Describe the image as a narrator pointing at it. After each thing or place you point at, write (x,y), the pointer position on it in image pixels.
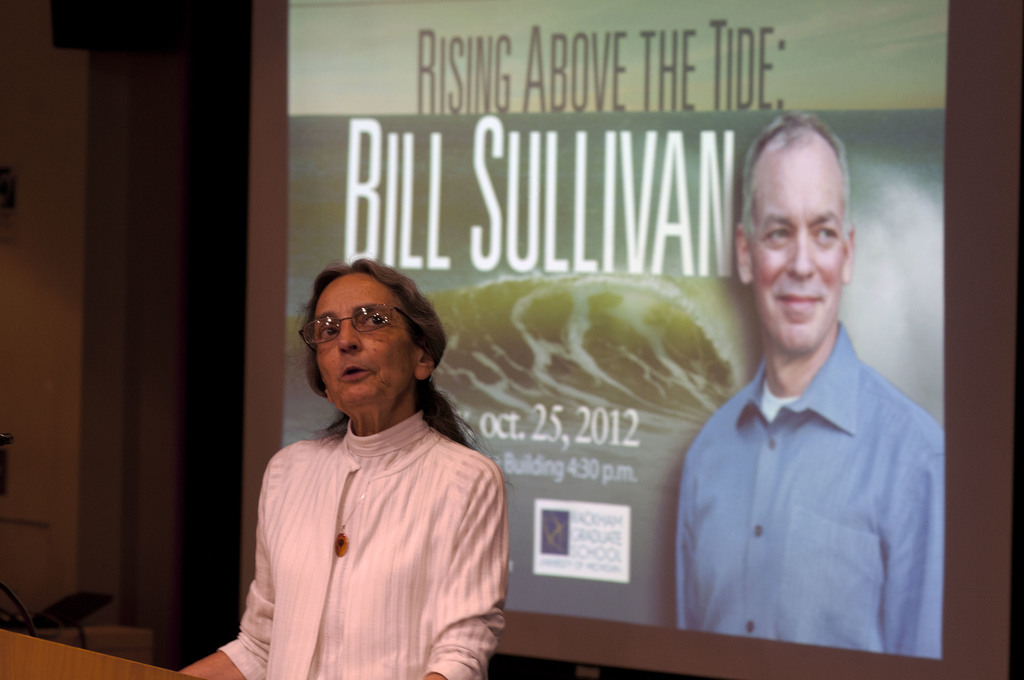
In this picture I can see there is a woman (422,510) standing and she is wearing a pink dress (311,482), she is looking at the left side (247,241) and wearing spectacles (322,335). In the backdrop (602,119) there is a screen (621,198) and there is an ocean (672,348), there is a picture (778,609) of a man (689,473), standing, he is wearing a shirt (838,476) and looking at front. There is something written on the left of the image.
